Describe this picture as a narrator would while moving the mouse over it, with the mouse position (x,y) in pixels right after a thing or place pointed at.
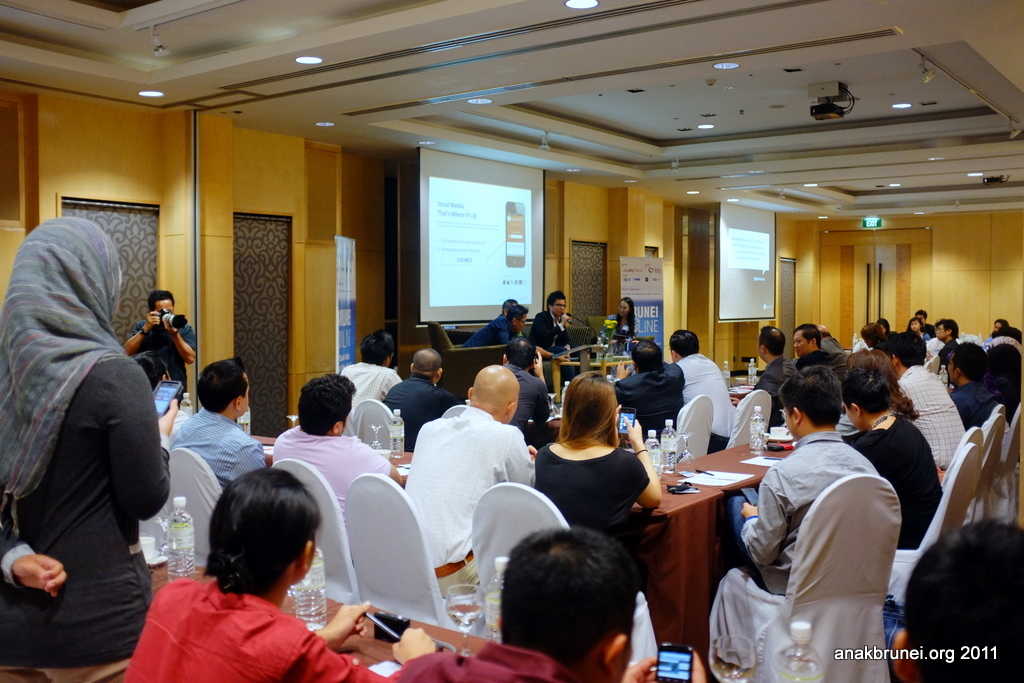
In this picture we can see a some people (543,396) are sitting on chairs (492,524) and two people (154,439) are standing. A man (126,348) is holding a camera (162,310) and some other people (103,317) holding the mobiles (159,406). In front of the people (461,566) there are tables (702,558) which are covered with clothes (702,558). On the tables (680,551) there are bottles (189,538), cups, saucers (159,556), papers (701,475) and some objects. Behind the people (419,397) there is a banner (659,298), projector screens (481,241) and a wooden wall (549,211). At the top (813,86) there are ceiling lights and a projector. On the image there is a watermark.
